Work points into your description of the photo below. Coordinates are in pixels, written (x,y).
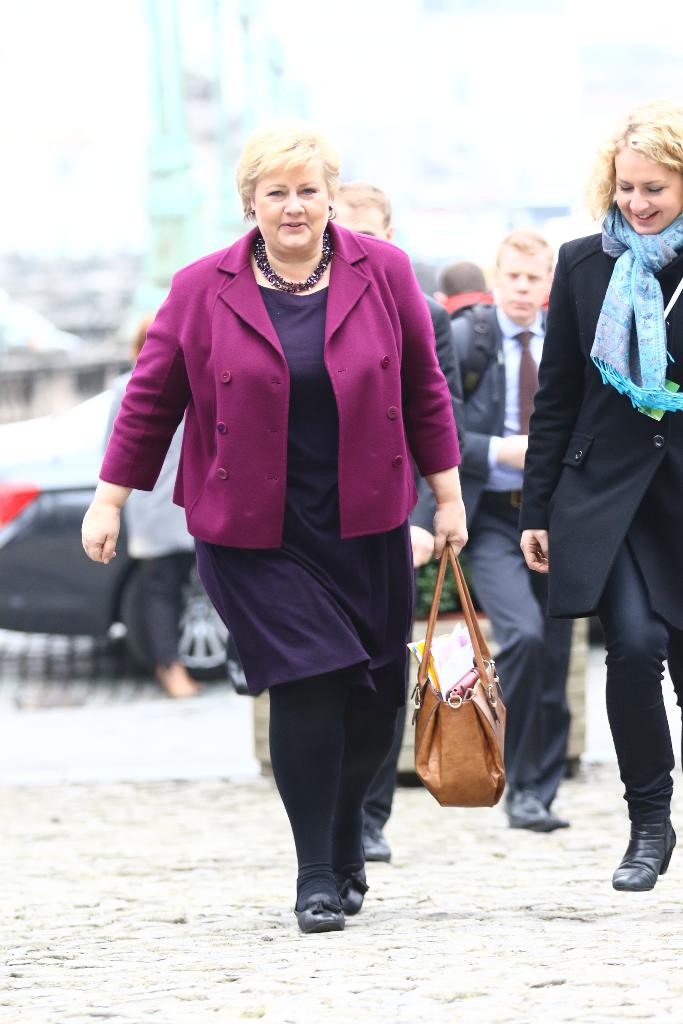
In the given picture there is a lady (252,167) who is walking at the center of the image (384,587), by holding a hand bag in her hand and there is another lady (646,142) at the right side of the image (677,122), it seems to be a street view and there is a car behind them.
